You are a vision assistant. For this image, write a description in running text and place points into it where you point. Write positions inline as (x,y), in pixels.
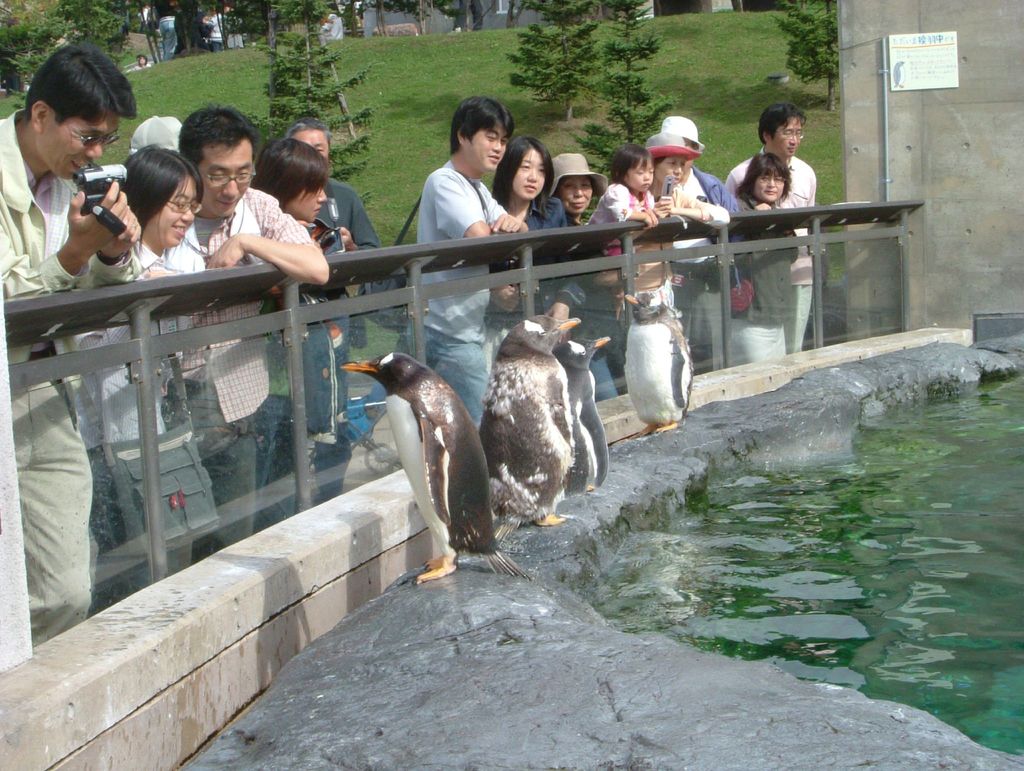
In this picture, we can see penguins (522,460) on the path (477,574) and on the right side of the penguins (495,422) there is water (724,484) and on the left side of the penguins (542,463) there is a glass fence (352,336) and behind the fence (381,302) there are groups of people (83,250) standing on the path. Behind the people (476,155) there are trees (343,77), grass (484,92) and a wall (914,100).
